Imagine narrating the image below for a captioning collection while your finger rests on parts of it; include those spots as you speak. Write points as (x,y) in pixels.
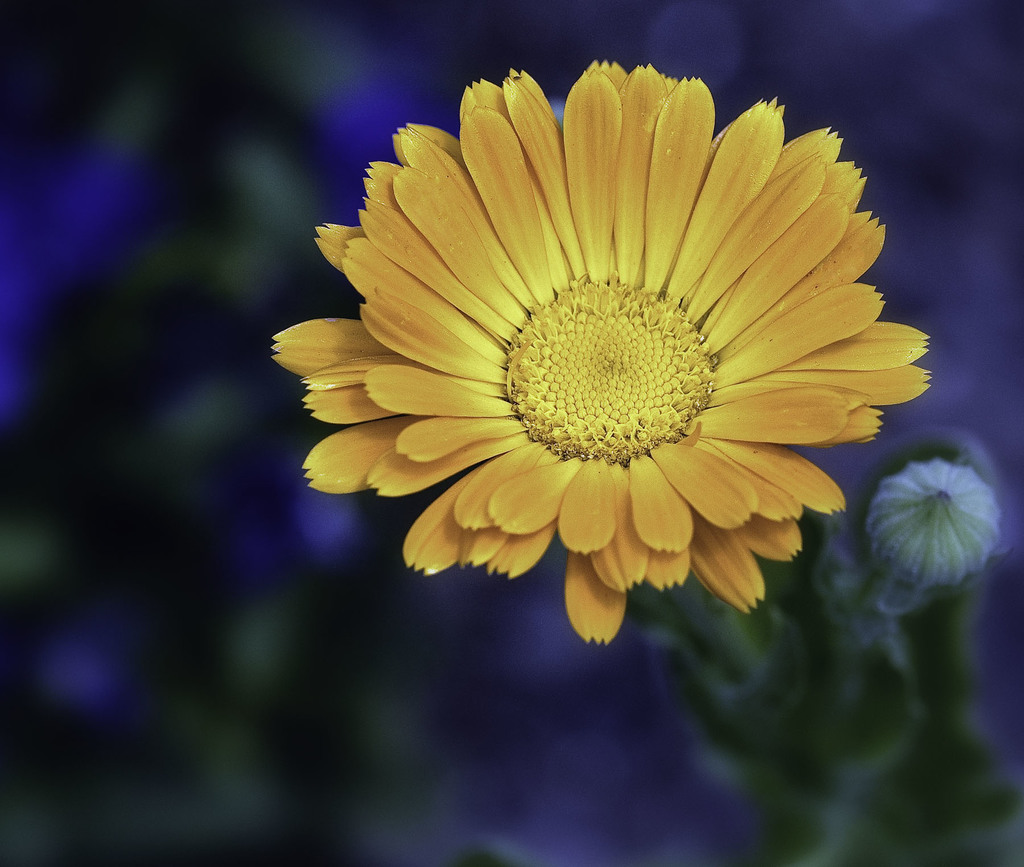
In the middle of this image (584,539), there is a plant (731,701) having yellow color flower (713,128). And the background (897,95) is blurred.
